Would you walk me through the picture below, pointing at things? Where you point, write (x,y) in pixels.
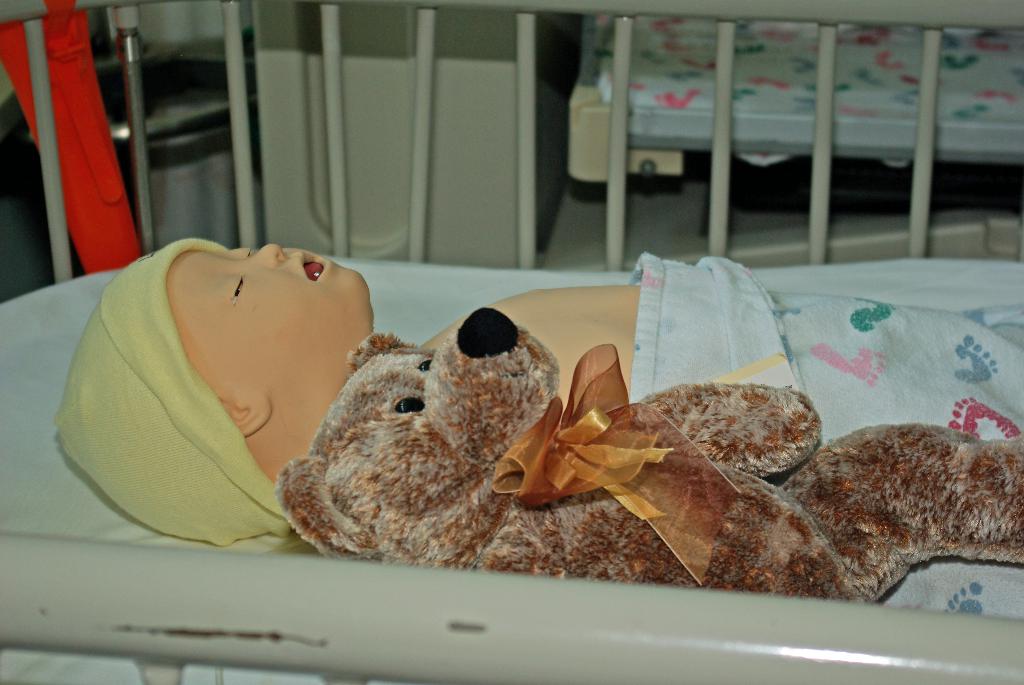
In this image there is a cradle (55,433), inside the cradle (174,556) there is a baby toy (595,305), beside the baby toy (630,324) there is a teddy bear (612,434), in the background (687,62) there is a bed (888,117) and there is an iron board (371,185).
